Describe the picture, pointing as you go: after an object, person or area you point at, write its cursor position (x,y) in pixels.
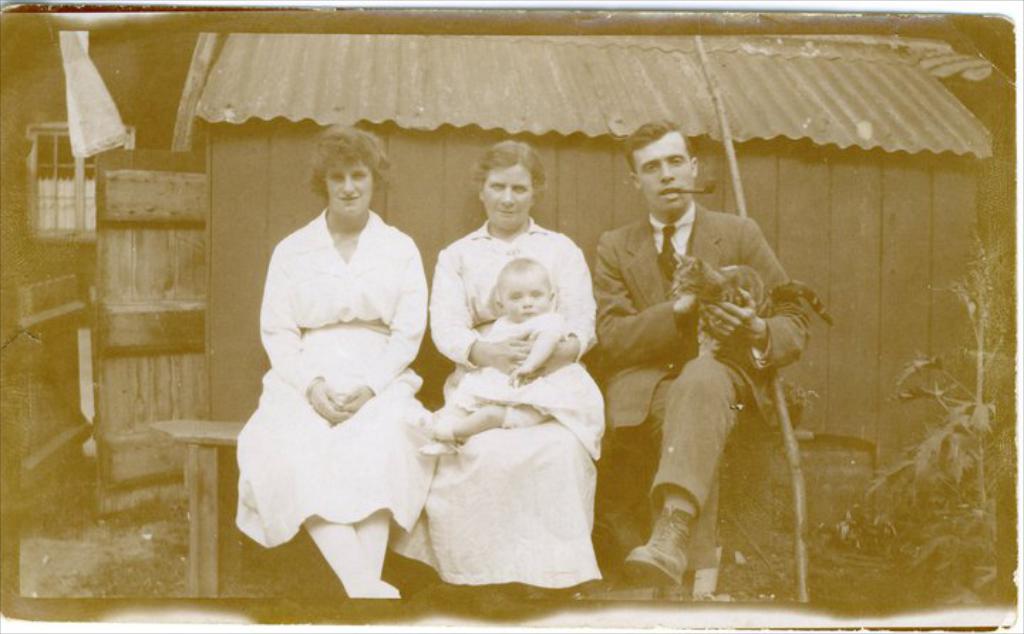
In the image we can see there are people (675,321) sitting on the bench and there is a man (607,353) holding cat (728,299) in his hand (727,312). There is an infant (538,351) sitting on the woman's lap (505,435) and behind there is an iron shed (479,134). There is a wooden stick (790,433) kept behind the person (749,366).
